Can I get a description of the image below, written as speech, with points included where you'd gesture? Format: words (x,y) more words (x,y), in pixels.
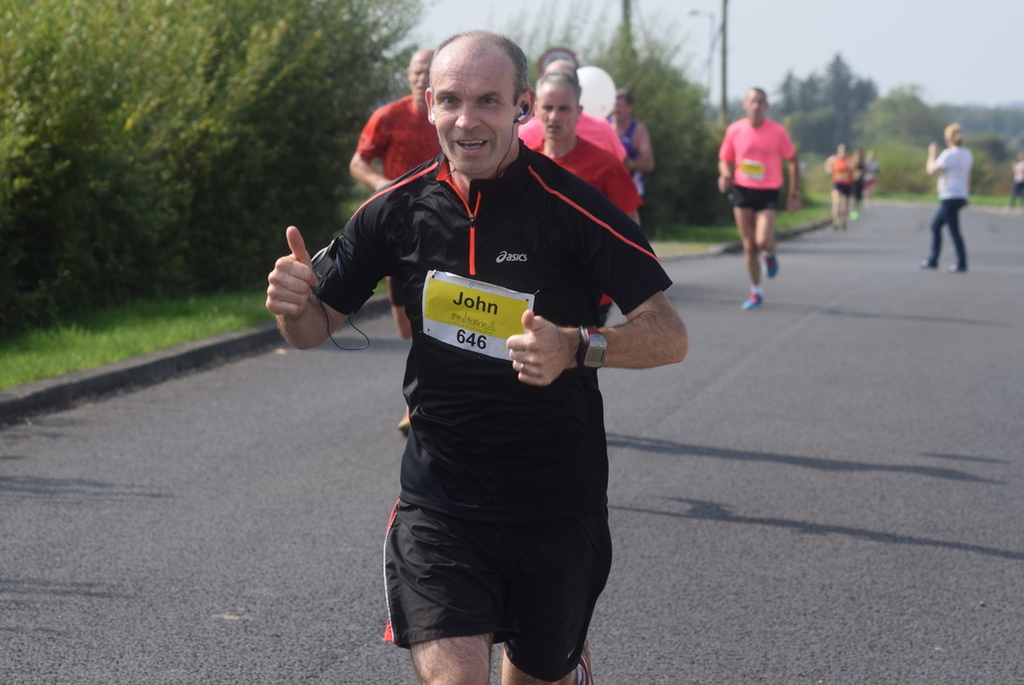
In this image I can see people (550,280) among them some are standing and some are running on the road (808,258). In the background (704,162) I can see trees (717,161), the grass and the sky (720,75).
